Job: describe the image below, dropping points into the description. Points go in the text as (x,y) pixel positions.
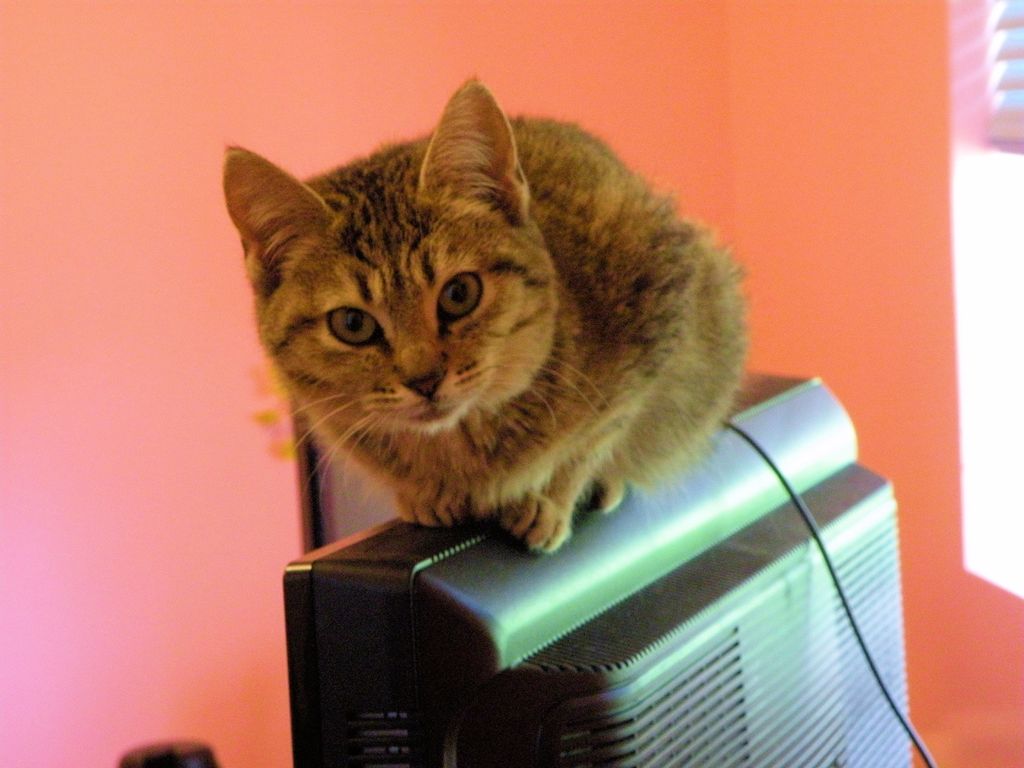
In this picture we can see a television (687,686) at the bottom (708,689), we can see a cat (532,329) sitting on the television (750,700), in the background (619,85) there is a wall (624,98), we can see a wire (854,624) on the right side (839,587).
